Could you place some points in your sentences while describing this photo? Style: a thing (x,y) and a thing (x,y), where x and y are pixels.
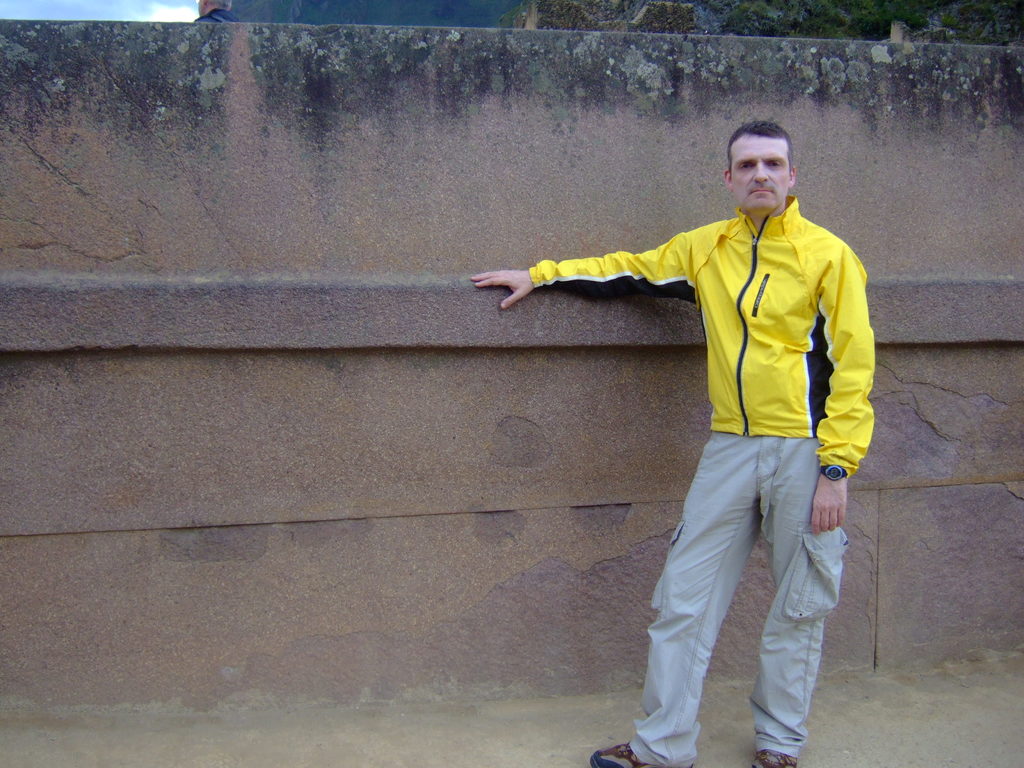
In this image I can see a person (703,268) is standing on the ground (818,727), wall (413,312), trees (939,7), mountains (462,11) and the sky (151,16). This image is taken may be during a day.
